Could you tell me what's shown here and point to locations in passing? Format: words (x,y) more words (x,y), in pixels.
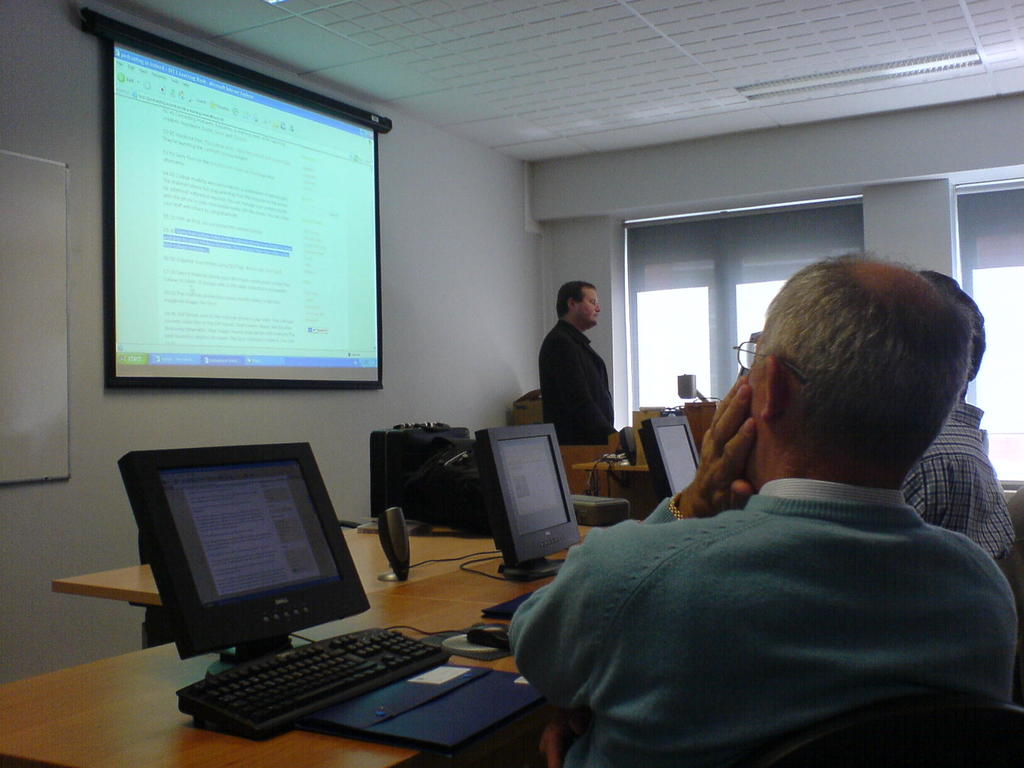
This is a room (74,333), on the right there are 2 persons (813,515) listening to the person (583,364) explaining something on the screen (263,264). On the roof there is a light (828,82). Here we have window (975,253) and there are computers (492,494) on the table (444,582).
